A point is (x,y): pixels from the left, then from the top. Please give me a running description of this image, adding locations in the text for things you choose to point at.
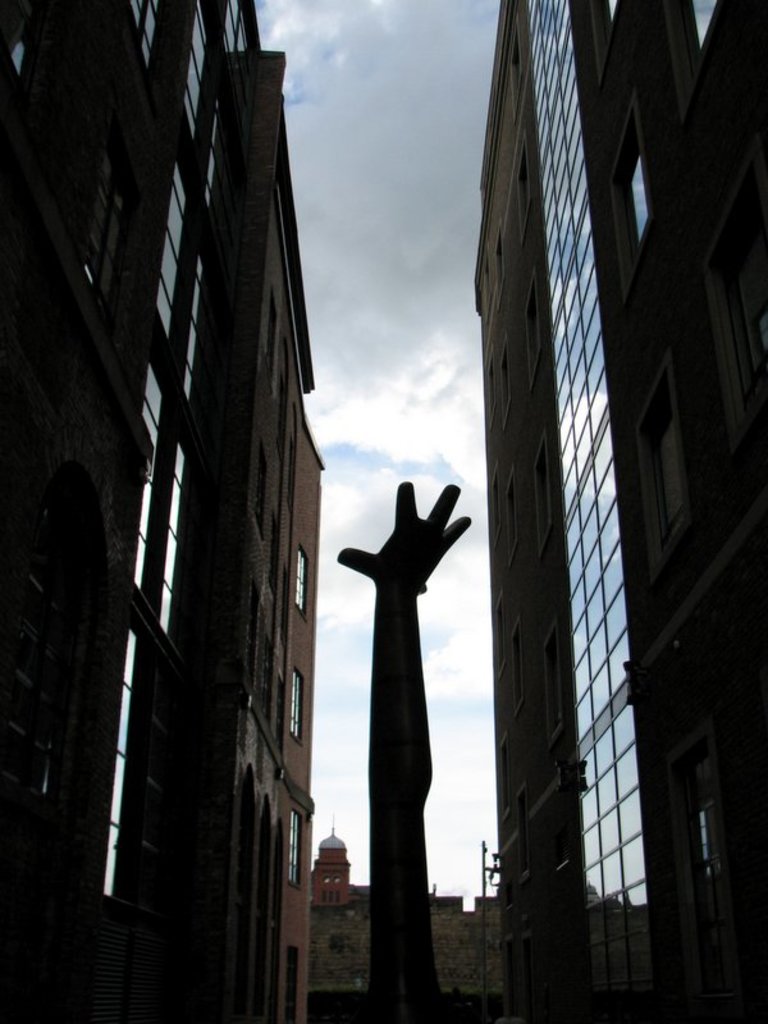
In this image, we can see a few buildings (504,574). We can also see a statue (397,691). We can see the wall (477,908) and the sky (428,407) with clouds (454,712).
